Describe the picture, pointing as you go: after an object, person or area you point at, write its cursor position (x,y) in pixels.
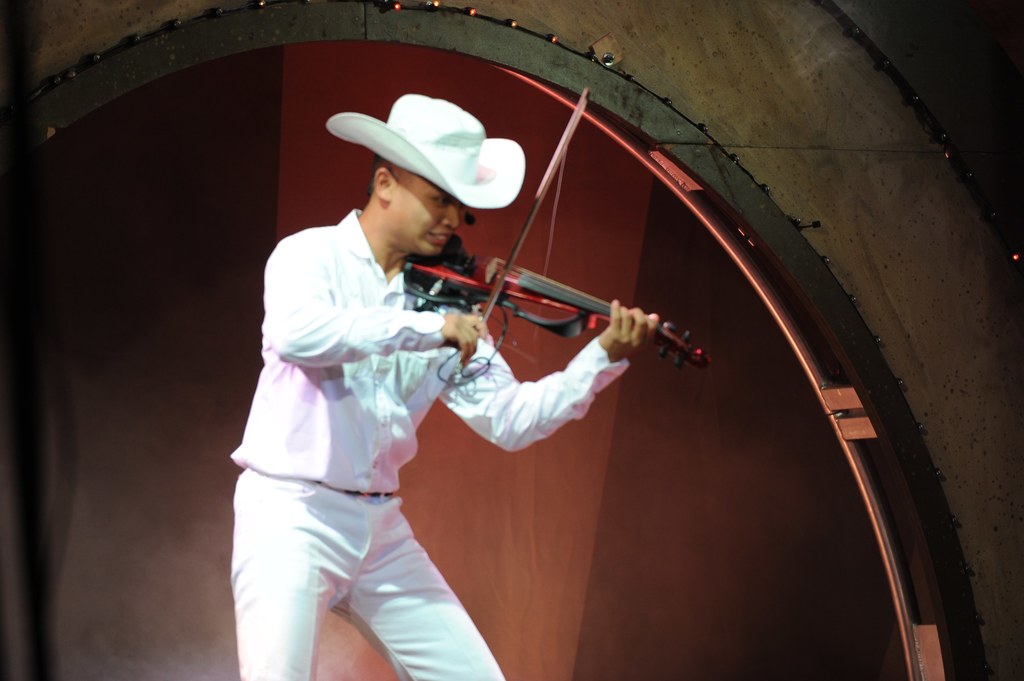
In the image there is a man (419,414) holding a violin (533,272) and playing it and he is also wearing a white color hat (437,141). In background (326,55) we can see red color wall (736,469) with few lights (396,9).
